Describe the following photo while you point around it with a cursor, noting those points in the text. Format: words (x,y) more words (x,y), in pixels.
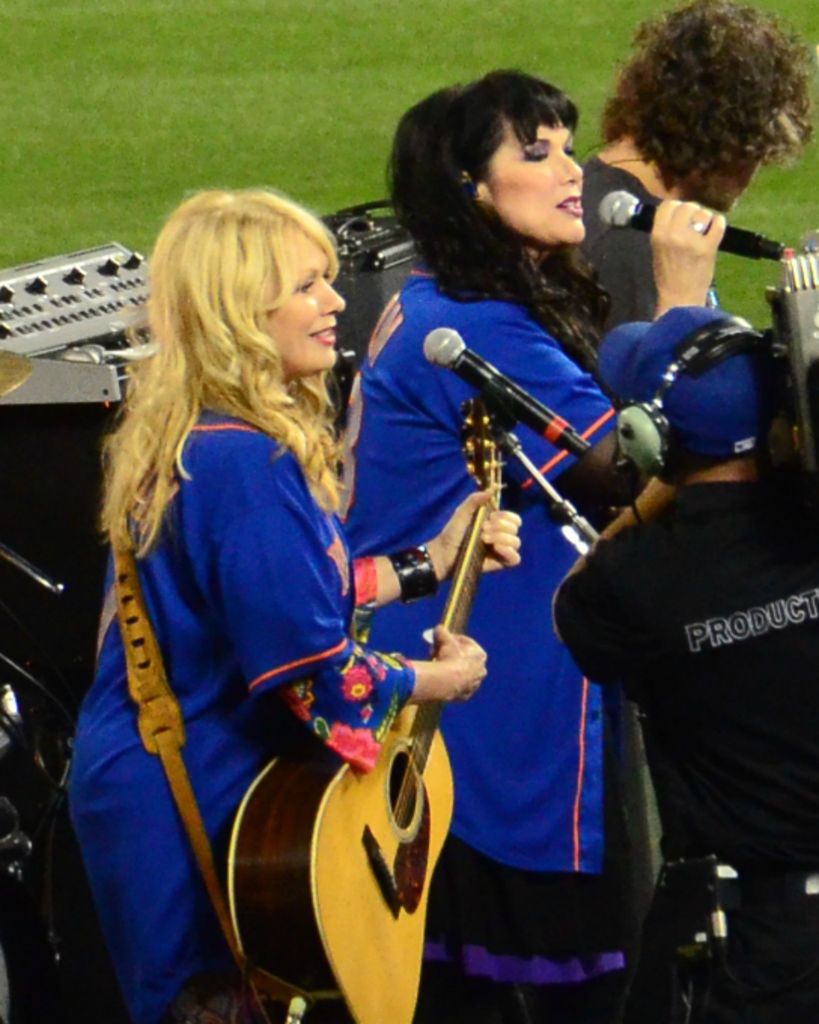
On the left (242,650) a woman (199,544) is playing guitar (297,763) beside her there is a woman (466,237) singing on mic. In the background (373,267) there is a man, musical instruments (119,301), amplifier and grass (332,128). On the right (724,570) a person (692,489) is recording the performance and he is wearing headphones (646,440) on his ears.
